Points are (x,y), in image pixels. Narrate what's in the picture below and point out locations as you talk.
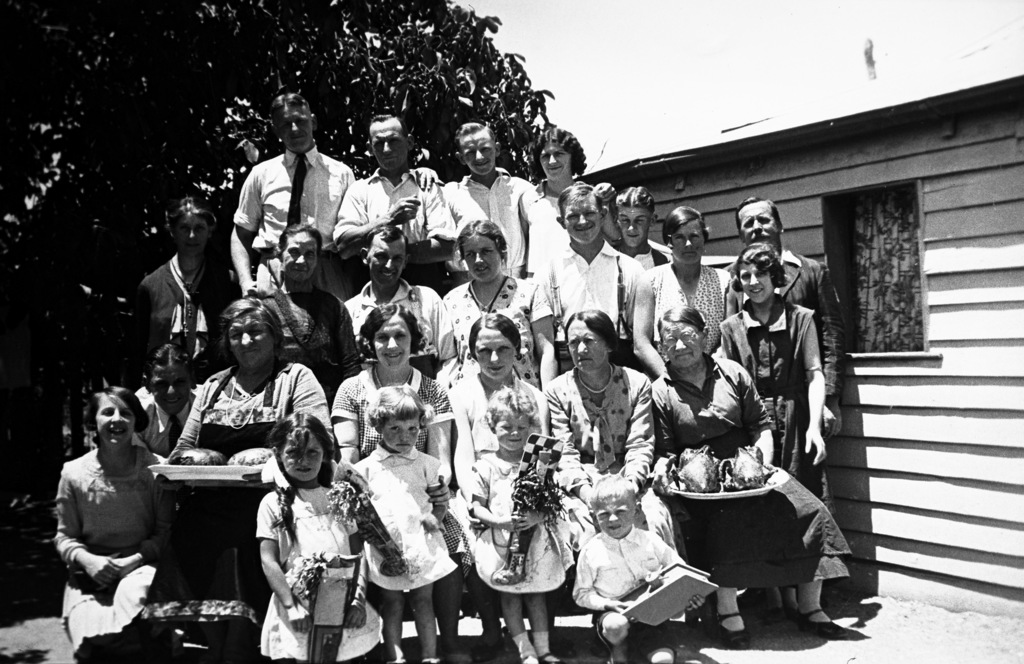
This picture shows few woman (236,509) seated and few (649,220) are standing on the back (410,262) and we see a house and a tree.
